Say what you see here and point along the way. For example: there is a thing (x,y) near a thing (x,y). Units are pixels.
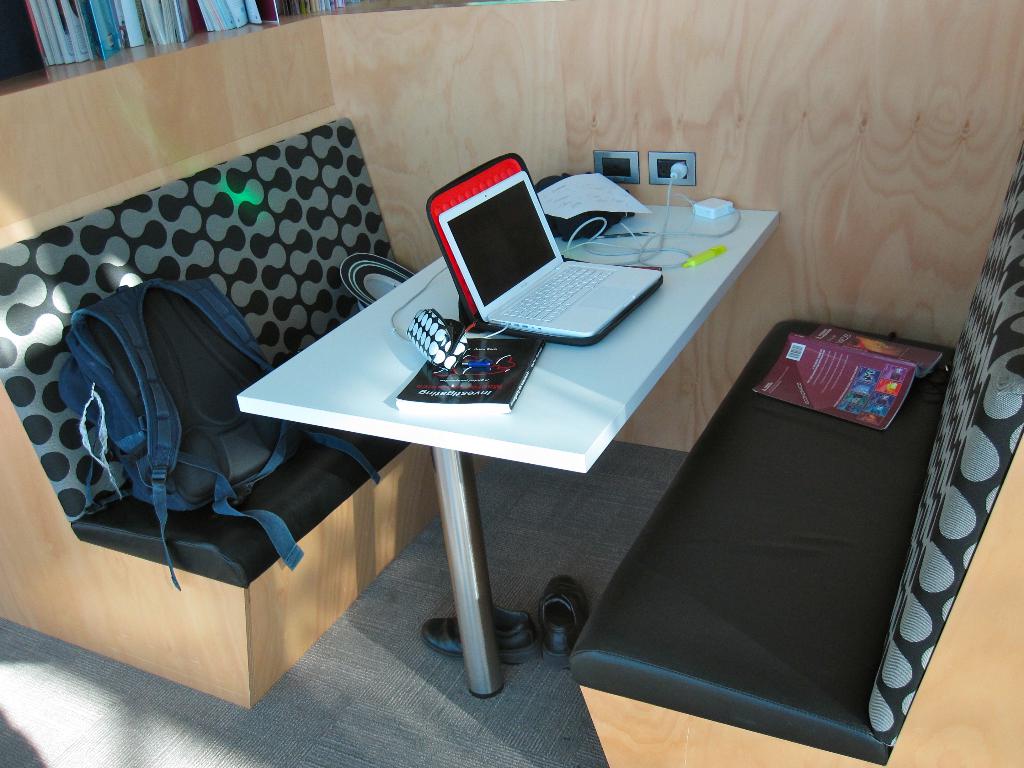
This image is taken inside a room (701,385). In the right side of the image (745,367) there is a sofa (824,516) and on top of that there is a book (871,372). In the left side of the image (36,236) there is a sofa (162,568) with backpack (170,428) on it. In the background (79,36) there is a wall (670,145) there are few books (136,11). In the middle of the image (651,324) there is a table (729,225) and top of that there are few things (533,250). In the background (553,46) there is a wall (697,134) with switch boards (679,155). At the bottom of the image (102,730) there is a floor (374,727) and there are shoes (500,647) on it.
